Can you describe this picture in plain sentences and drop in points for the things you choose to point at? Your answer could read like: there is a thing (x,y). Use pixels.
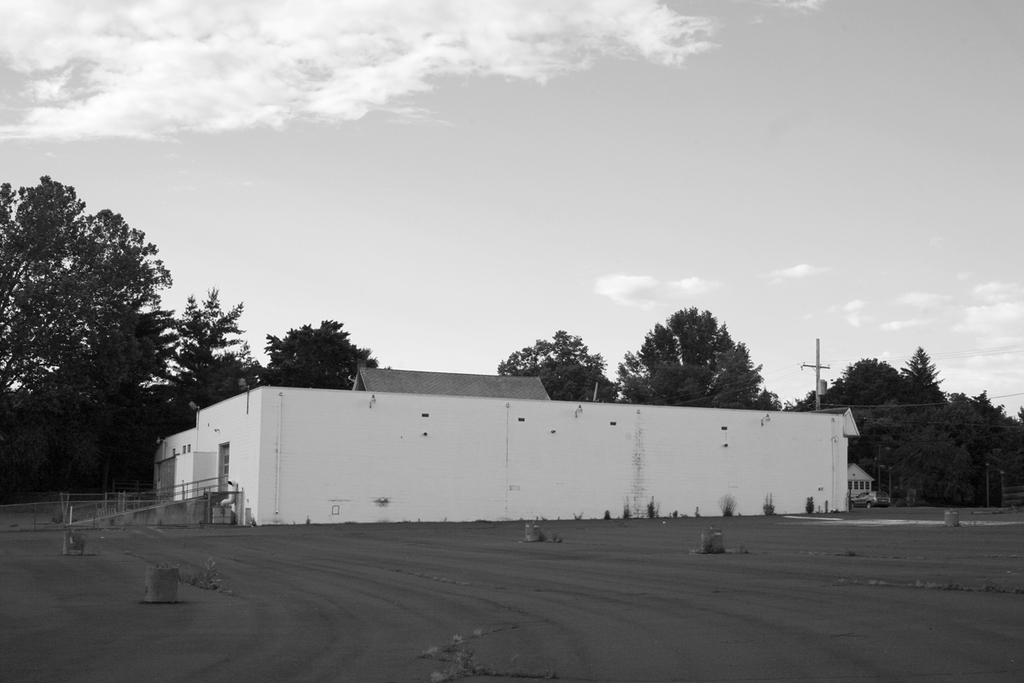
In this picture we can see a building (369,461), few trees (640,358), a pole (817,358) and clouds (209,126), and it is a black and white photography.
